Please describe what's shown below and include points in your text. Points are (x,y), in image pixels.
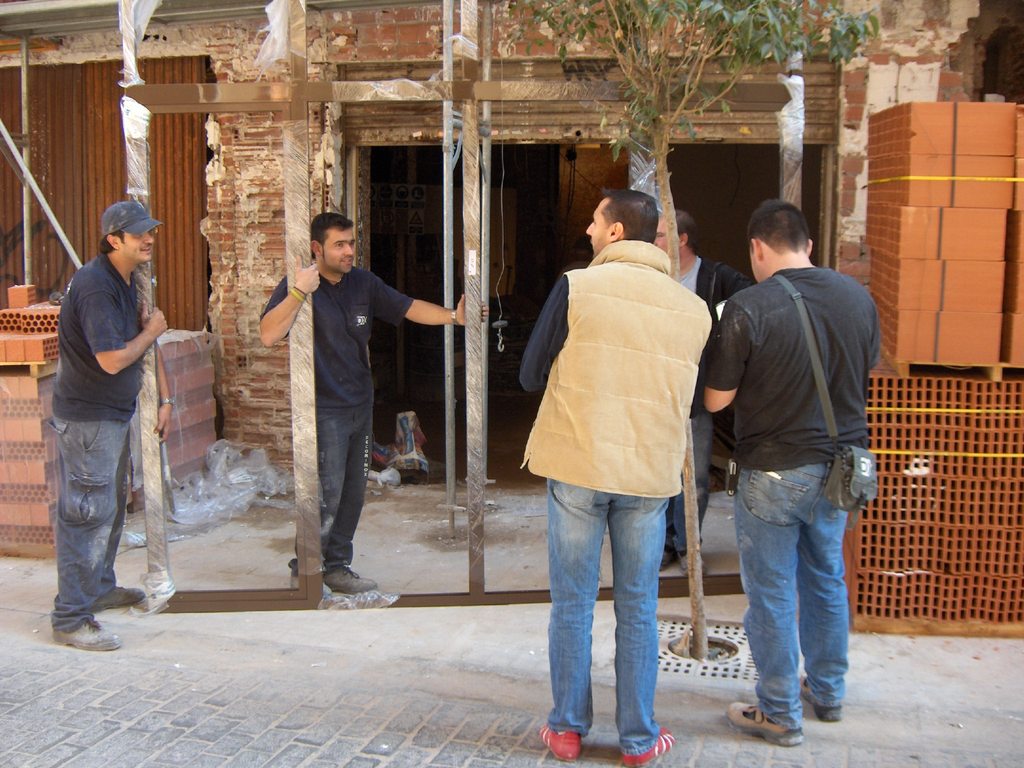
In this image there are a few people (790,343) standing and holding a metal structure (148,97). On the left (30,450) and right side of the image (997,474) there are objects (977,166). In the background (600,66) there is a tree (638,66) and a building (166,24).
